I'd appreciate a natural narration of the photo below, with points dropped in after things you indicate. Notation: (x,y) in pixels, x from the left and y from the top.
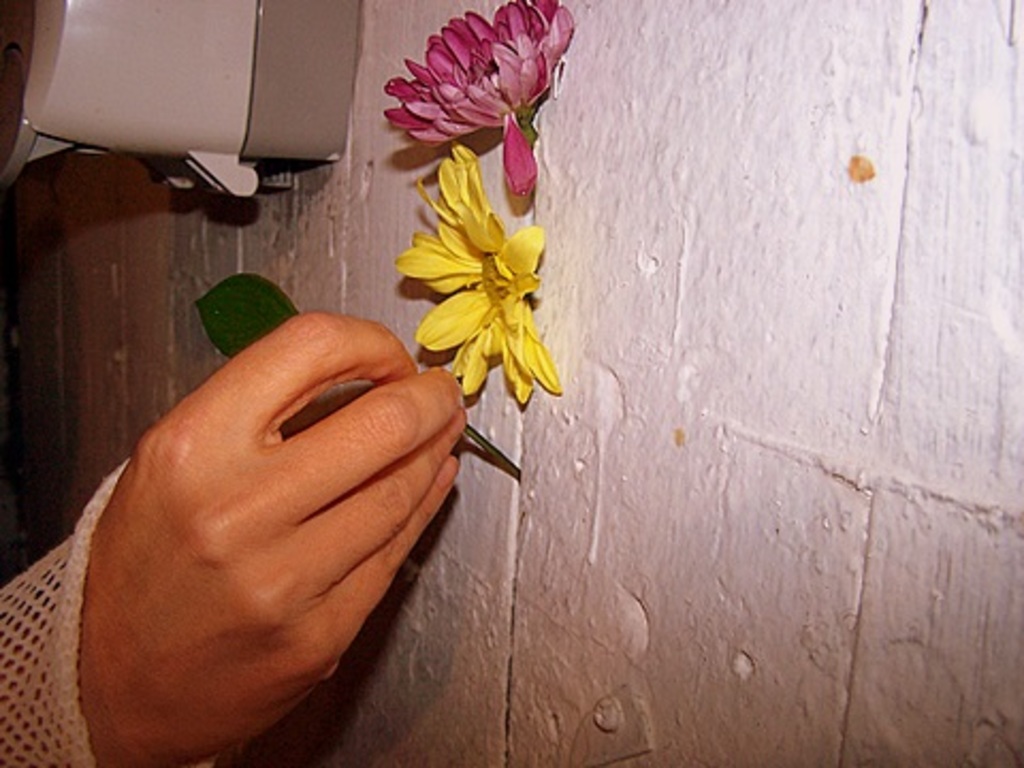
In the center of the picture (457,328) there are flowers (480,179) on a wall (430,170). On the left (267,538) is a person's hand (250,479) holding a leaf (259,304). At the top (191,69) there is a machine (206,80).
